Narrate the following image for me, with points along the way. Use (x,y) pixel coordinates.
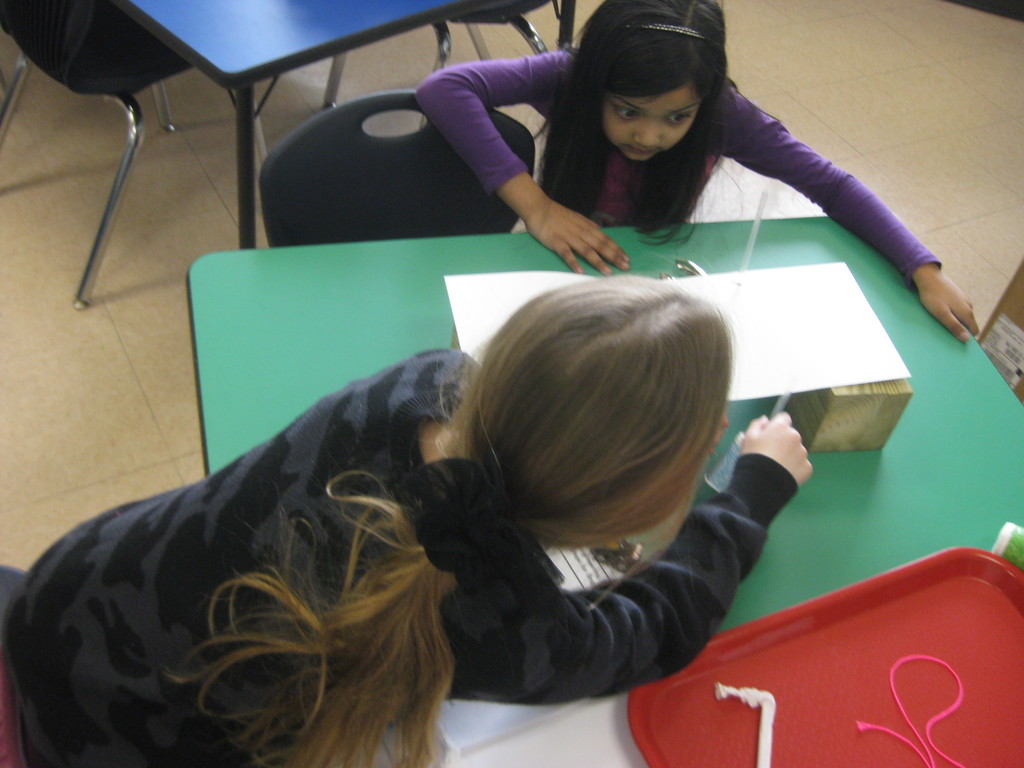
In this picture we can see a two girl (636,386) are play with paper (835,373) and piece of wood (872,434) which is placed on the green color table (910,505), Girl (457,98) is wearing purple color t-shirt (468,140) is watching under the paper (764,386) and other girl (428,558) beside there putting pen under the paper (725,281). Behind there is blue color table (278,45) and black color chair (123,58). On the right side (893,643) corner there is red tray (892,664) and pink thread (912,744) on it.
